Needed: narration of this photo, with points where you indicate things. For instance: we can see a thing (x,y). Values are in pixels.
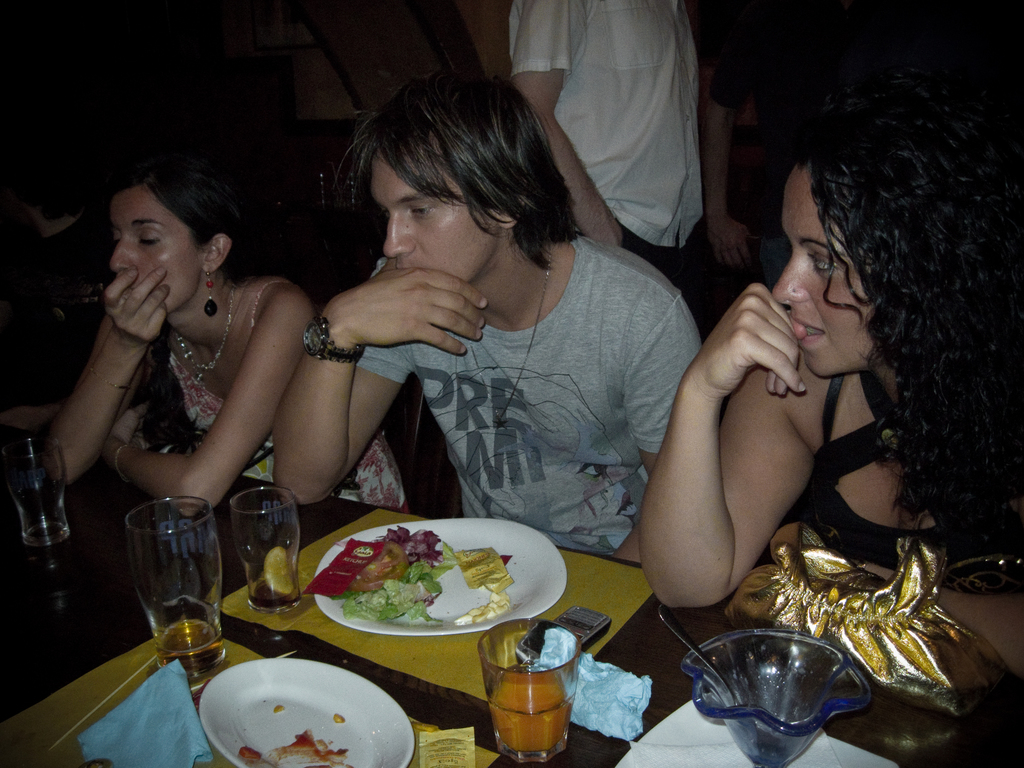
In this picture we can see three persons (529,430) are sitting in front of a table (638,651), there are plates (339,681), glasses of drinks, a bag (883,641), a mobile phone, chopsticks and a cloth (168,710) present on the table (259,639), in the background (641,74) we can see another person (655,88) is standing, there is a dark background (863,42).
